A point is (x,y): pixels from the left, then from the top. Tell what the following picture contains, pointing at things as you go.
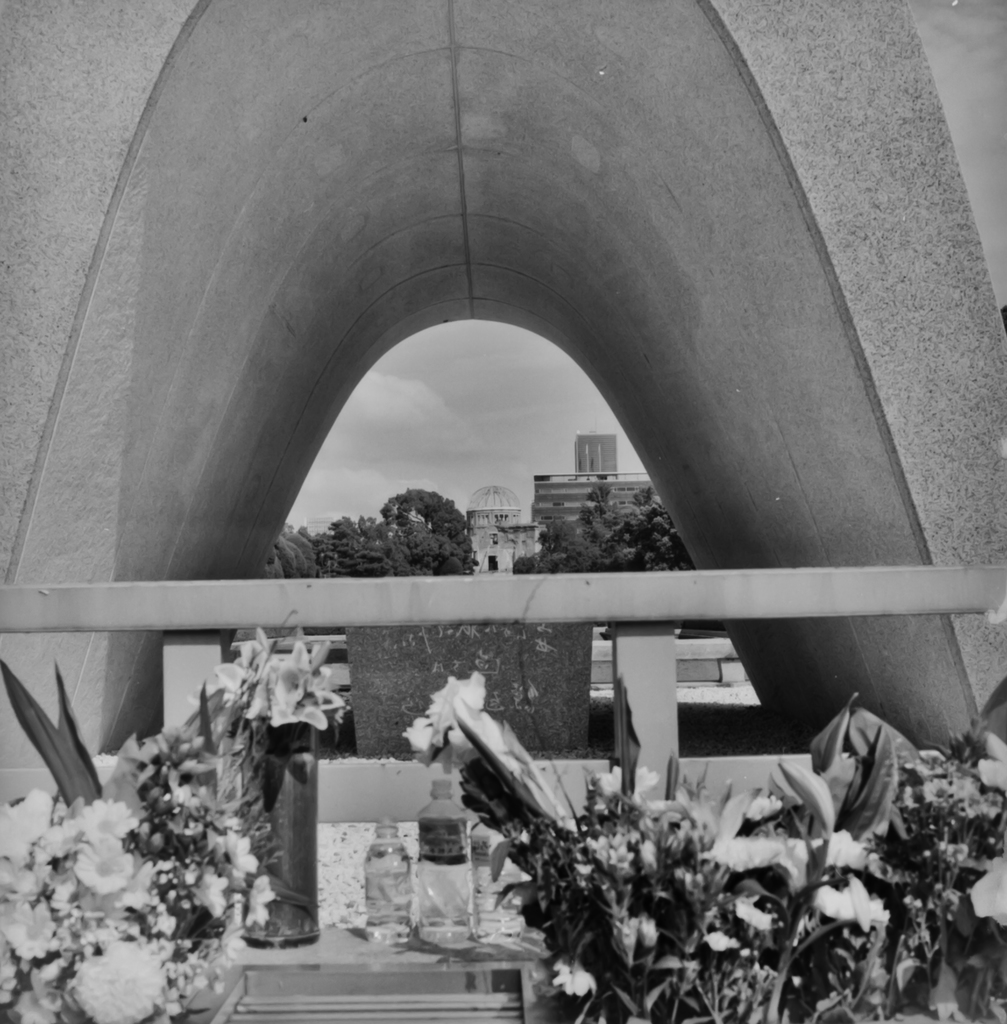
In this image in the front (252,845) there are plants (790,937). In the background (449,534) there are trees (562,532), buildings (533,536) and the sky (415,472) is cloudy and there is an arch (306,366) in the center (340,345) and there are bottles (452,885).
